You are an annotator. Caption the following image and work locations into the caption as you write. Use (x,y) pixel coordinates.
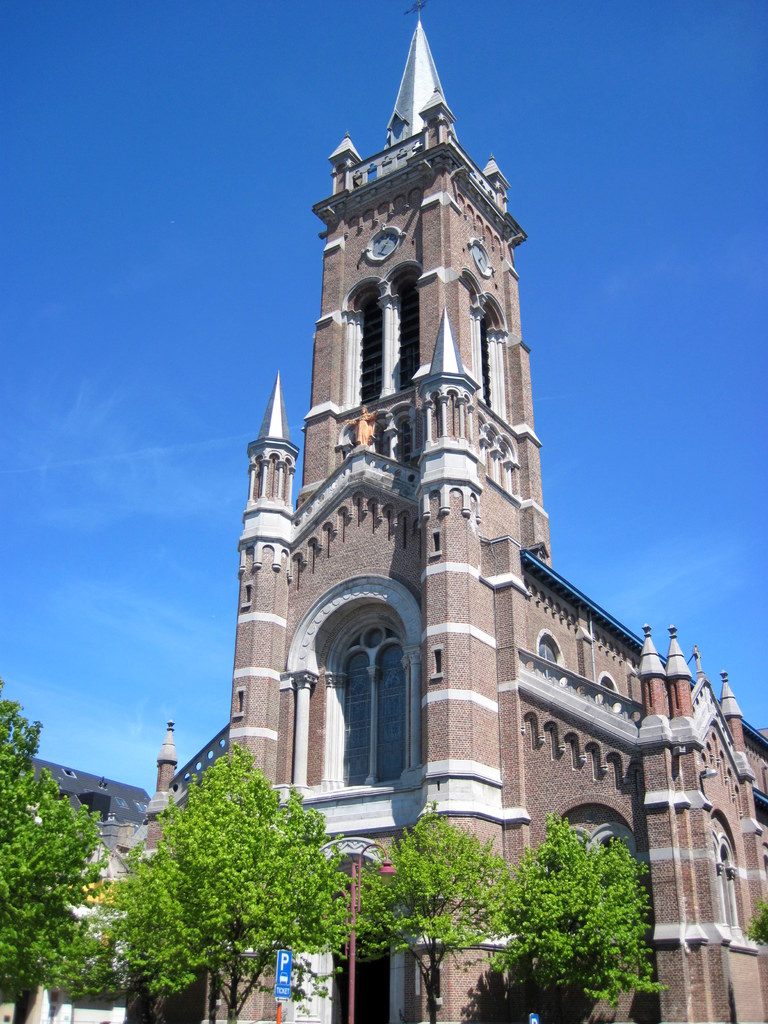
In the picture we can see a church building (686,846) with a clock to it and near to it, we can see some trees (258,847) and pole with a sign board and in the background (728,607) we can see a sky (728,607) which is blue in color.
